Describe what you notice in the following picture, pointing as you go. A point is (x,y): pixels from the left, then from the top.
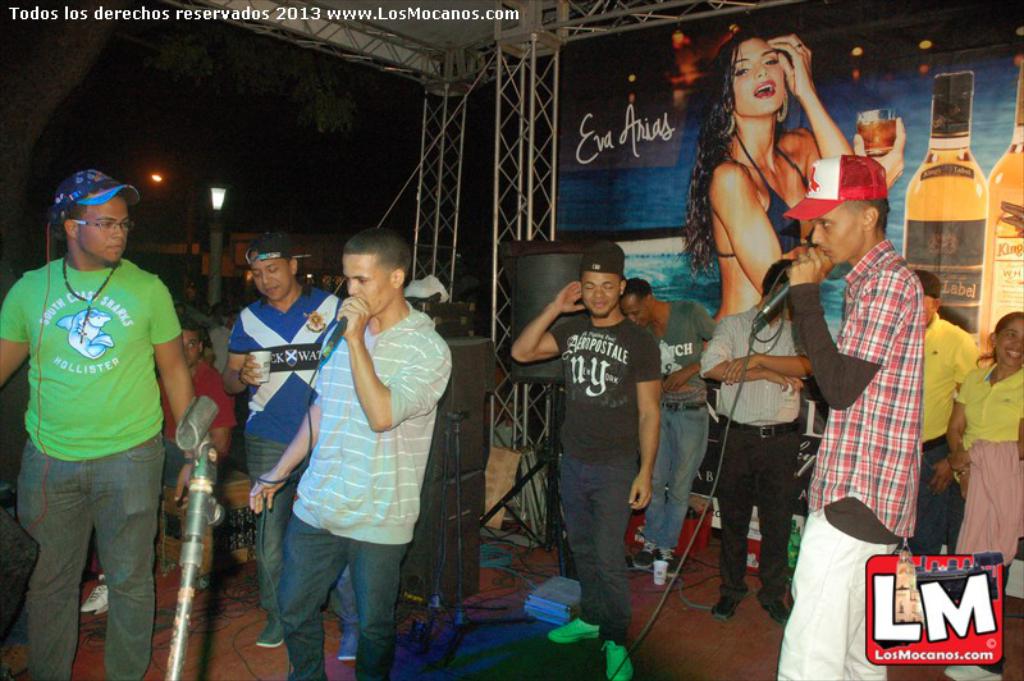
In this picture there are two boys (826,234) on the right (819,365) and left side of the image (340,310), by holding mics (339,326) in their hands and there are other people (57,396) in the background area of the image (595,304) and there is a poster (688,191) and speakers (490,346) in the image, there are towers (441,177) and lamps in the image.
